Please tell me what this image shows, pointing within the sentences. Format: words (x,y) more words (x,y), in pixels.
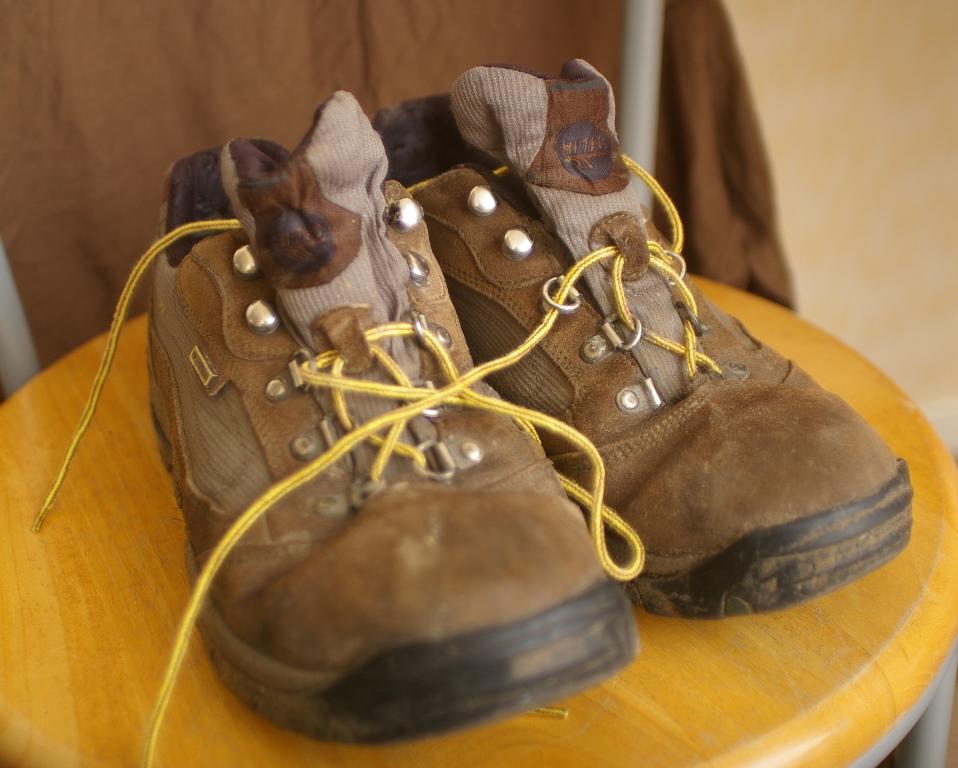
In this image I can see a stool (867,672) and on it I can see a pair of brown colour shoes (629,398). I can also see a brown colour cloth (422,65) in the background (191,49).
